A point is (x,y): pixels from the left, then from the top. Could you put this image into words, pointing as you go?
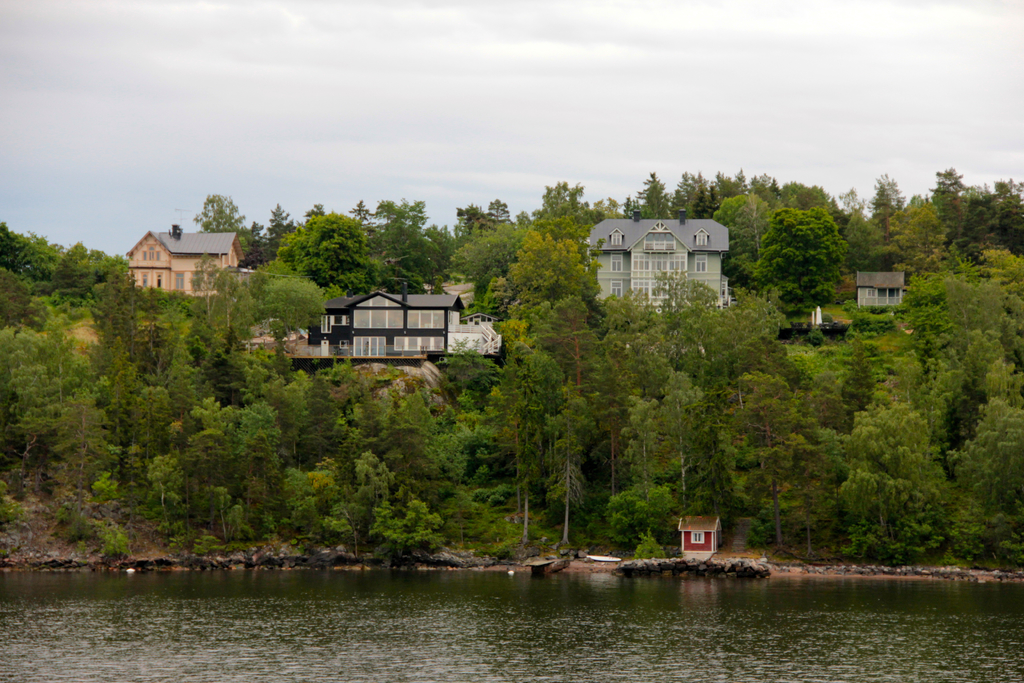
In the image there is a lake (122,641) in the front (615,640) and behind there are few buildings (600,294) on a hill (177,352) with trees (329,255) covered all over it and above its sky (450,107) with clouds (744,110).
